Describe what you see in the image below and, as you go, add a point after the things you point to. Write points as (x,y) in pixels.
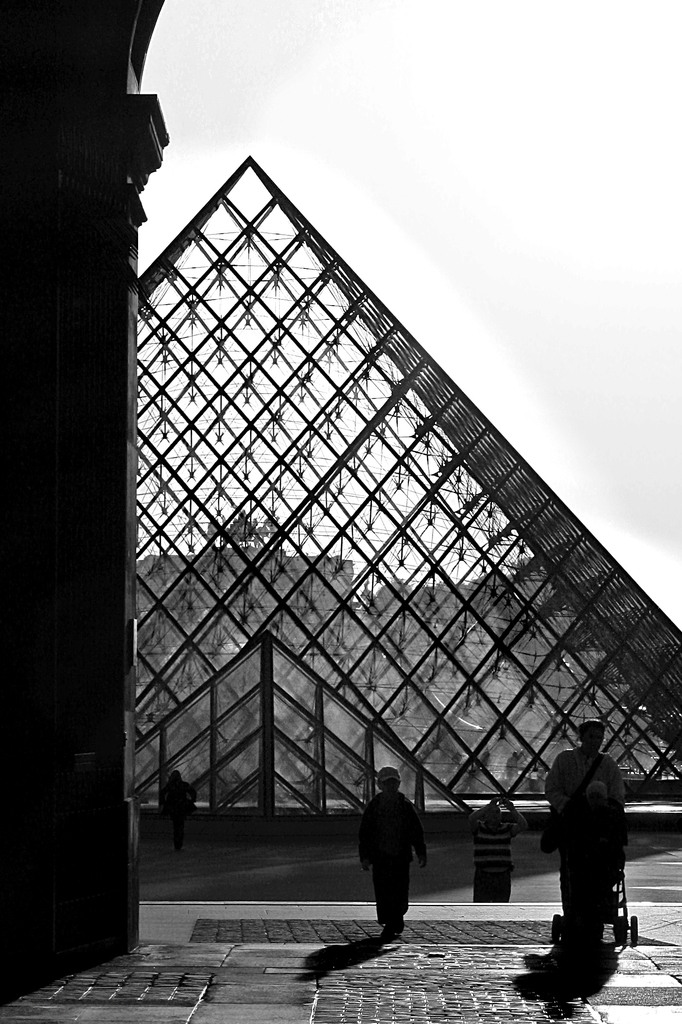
This is a black and white picture. Here we can see people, pillar (119,951), and glass roof (187,638). In the background (533,256) there is sky (494,281).
